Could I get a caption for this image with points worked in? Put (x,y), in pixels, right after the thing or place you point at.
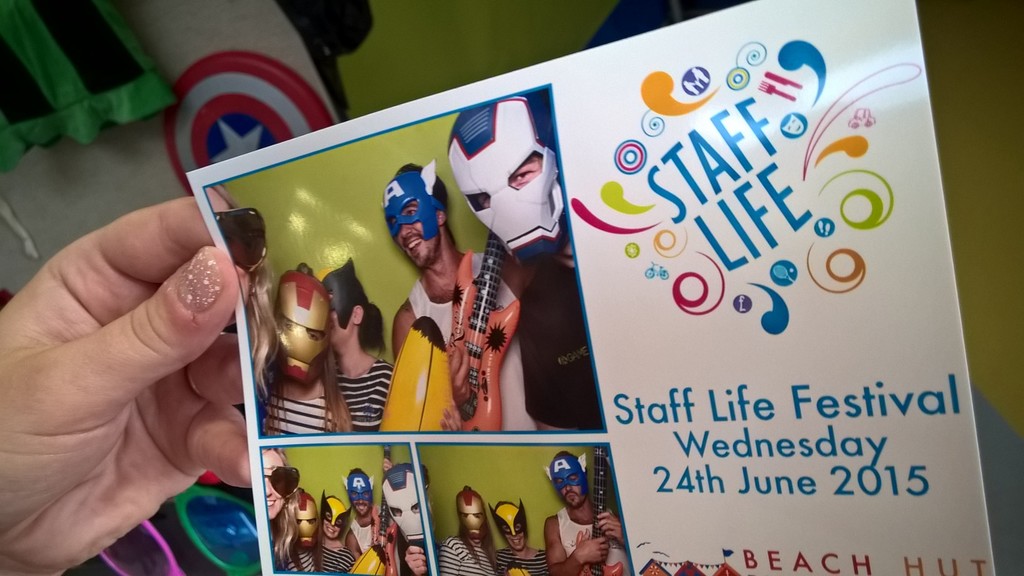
In the image in the center (346,374), we can see one hand (220,412) holding one poster (419,434). On the poster (440,415), we can see a few people (460,386) are standing and they are in different costumes (556,466). And they are holding some musical instruments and they are smiling. And we can see something written on the poster (702,314). In the background (467,36) there is a wall (512,45), cloth (31,44), board (190,148) and a few other objects (235,108).
